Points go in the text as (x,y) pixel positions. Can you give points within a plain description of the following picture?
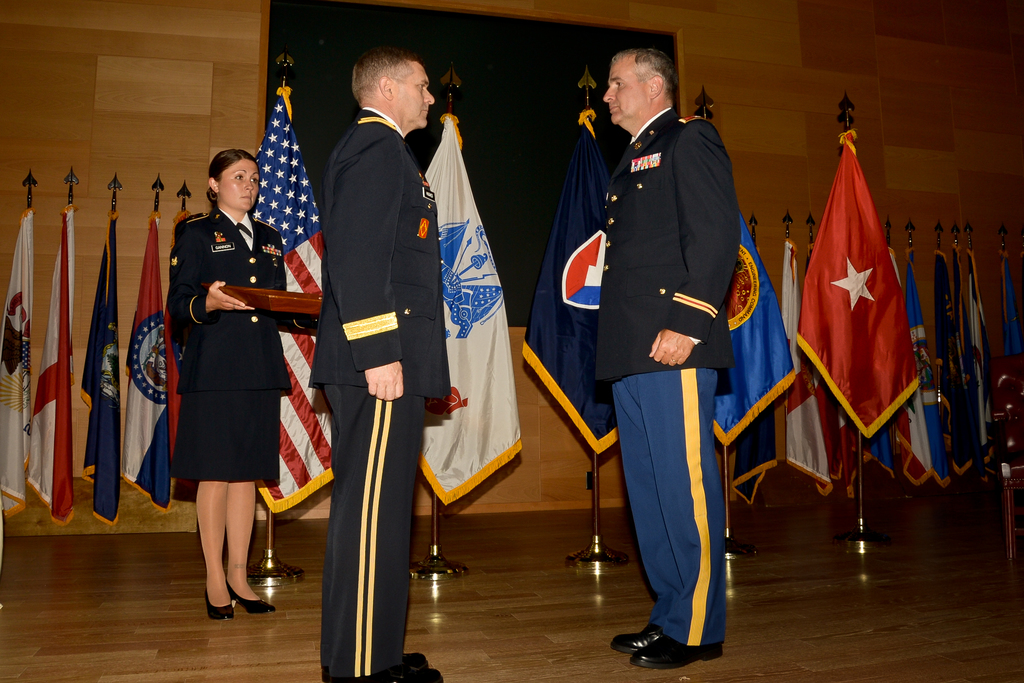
In the picture we can see two men (652,638) are standing face to face on the wooden floor (972,650) and they are in uniforms (370,646) and behind them, we can see some flags (291,392) with poles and beside it, we can see a woman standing and holding a tray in her hand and behind the flags (434,431) we can see a wooden wall (12,8) with a black color board (519,90) to it.
